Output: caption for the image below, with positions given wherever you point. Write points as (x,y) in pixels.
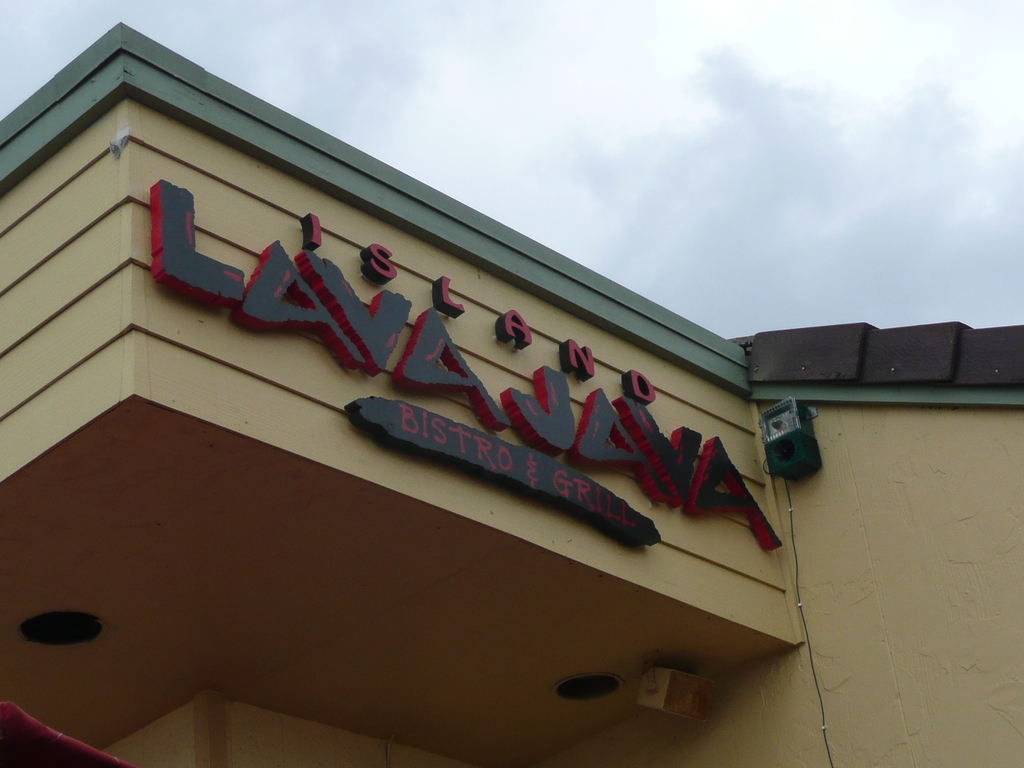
In this image we can see a house (262,363) with some text (335,326) on the wall (176,382). At the top of the image (735,145) there is sky (702,113). To the right side of the image (792,406) there is a object (800,436) placed on the wall (818,486).
